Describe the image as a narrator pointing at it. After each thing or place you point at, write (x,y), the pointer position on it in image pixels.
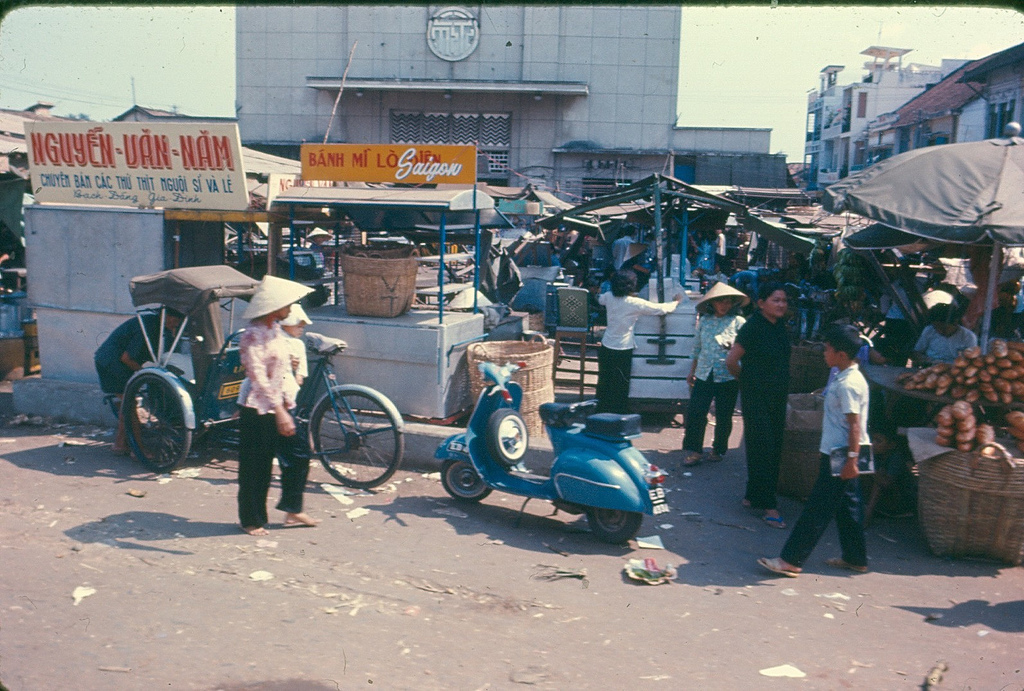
The picture is taken on the street (294,663) of a city (327,368). In the center of the picture (419,380) there are shops (527,238), tents (792,226), umbrellas (949,243), cycle rickshaw (217,356), motor bike (518,429), people (784,569) and many other objects (361,177). In the background (587,94) there are buildings (549,85). In the foreground (412,535) there are waste papers (629,572) on the road (441,624).
